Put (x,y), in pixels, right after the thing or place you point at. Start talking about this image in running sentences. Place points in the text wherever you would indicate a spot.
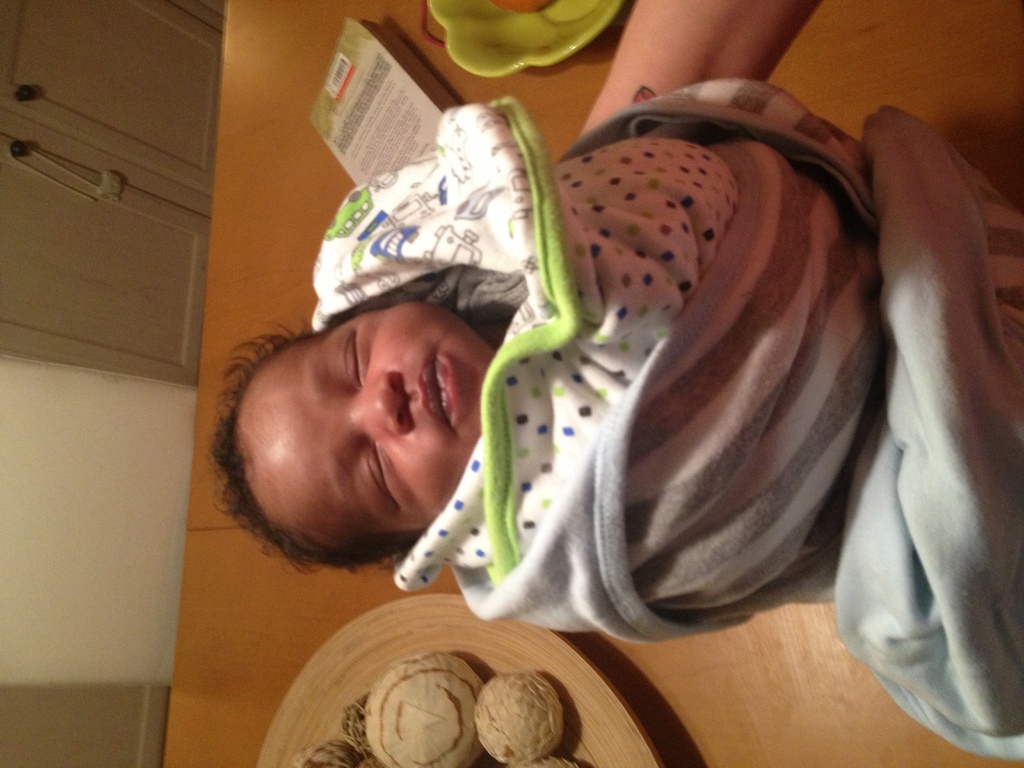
We can see a kid (359,498) rolled in a cloth (684,394) and is in a person hand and there is a book (394,131), bowl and items (435,703) in a plate (340,665) on a table (199,748). On the left (208,42) there is a wall (40,511) and doors (2,156).
